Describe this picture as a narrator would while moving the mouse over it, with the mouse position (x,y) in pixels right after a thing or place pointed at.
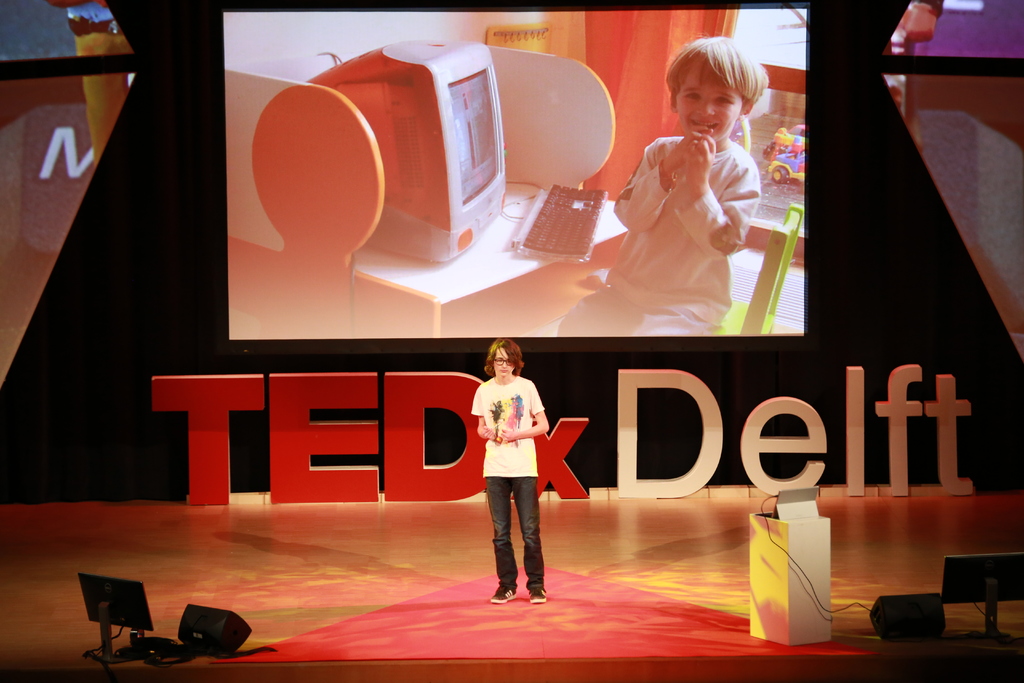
In this image we can see a person (499,599), podium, black color objects (135,624) and other objects (707,637) on the stage (657,635). In the background of the image (503,197) there are screens (688,130), letter boards (387,446) and black curtain (124,333).
